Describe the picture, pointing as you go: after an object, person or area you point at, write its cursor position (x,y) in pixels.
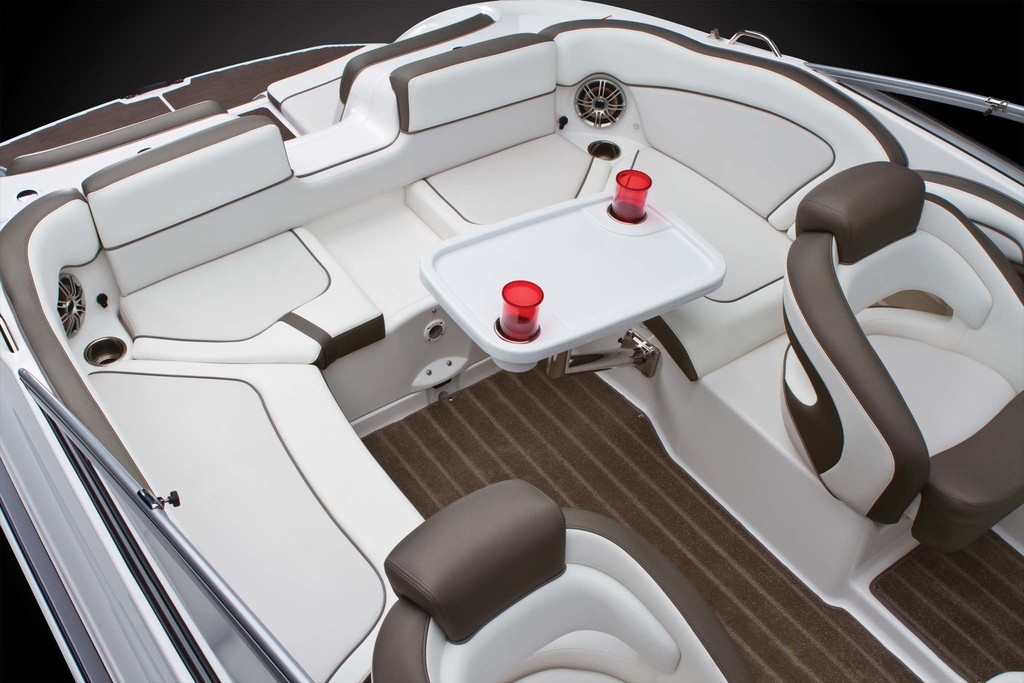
In this picture we can see couple of cups (638,211) in the boat (578,389) and we can find seats (876,320).
